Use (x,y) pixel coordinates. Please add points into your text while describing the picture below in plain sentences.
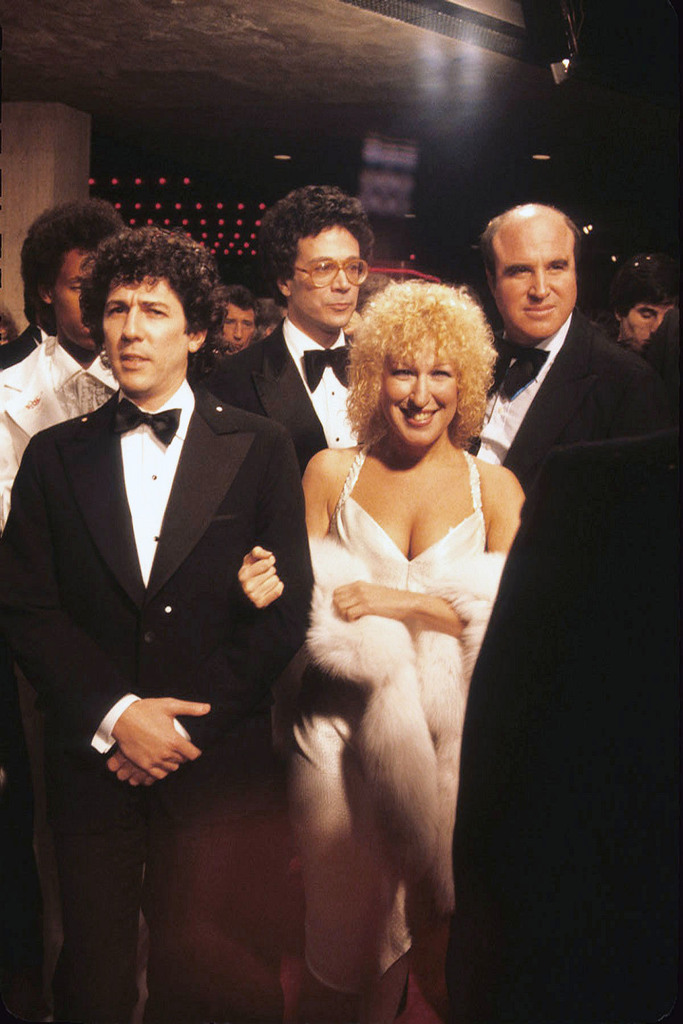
In this image we can see few persons (287,629) are standing. In the background (486,214) the image is dark but we can see lights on the ceiling (386,87), pillar (42,153) and other objects (431,0).
